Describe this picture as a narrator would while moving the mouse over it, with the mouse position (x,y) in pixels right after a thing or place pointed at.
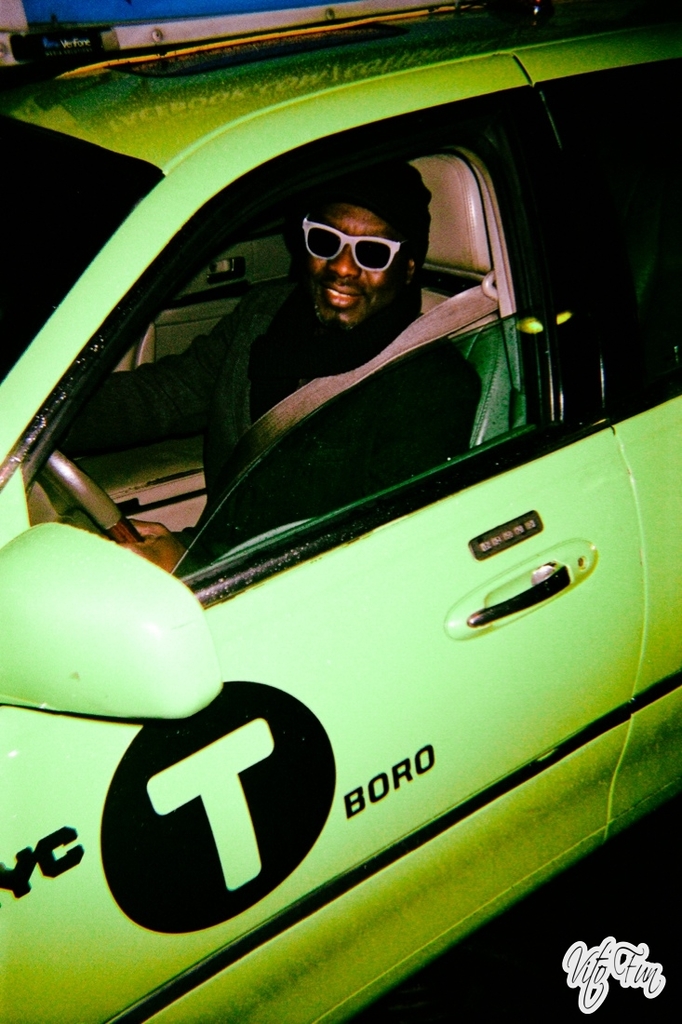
In the picture we can find a car (518,703) a man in it. The man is wearing a seatbelt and holding a steering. The car (510,697) is in green color with some design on it.
